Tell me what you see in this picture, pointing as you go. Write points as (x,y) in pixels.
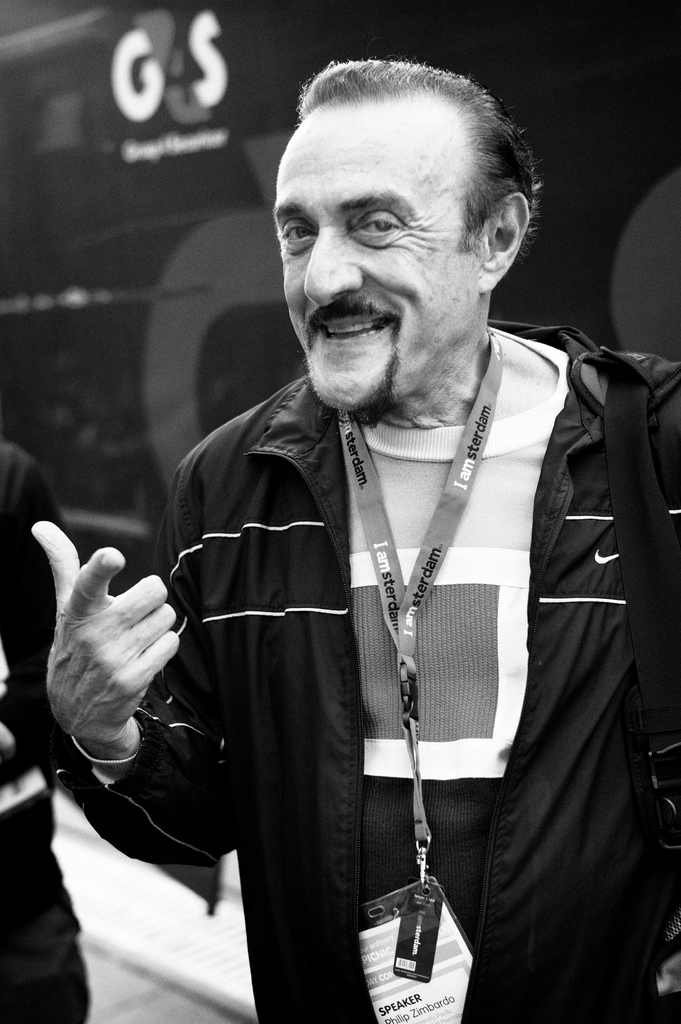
In this image we can see two persons (265,610) and in the background (208,228) it looks like a wall (158,166) with text (179,149).
